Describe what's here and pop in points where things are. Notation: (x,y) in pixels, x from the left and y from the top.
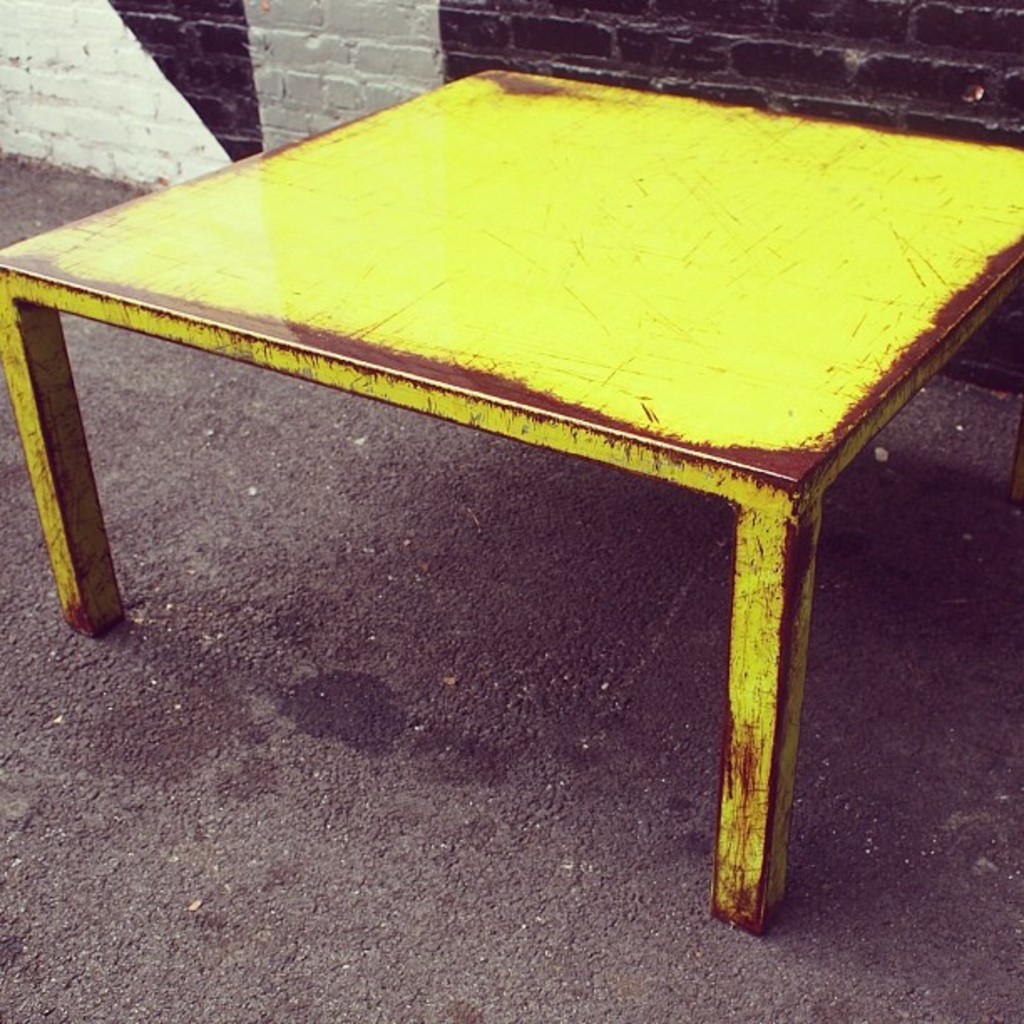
In this image I see the yellow and brown color thing (346,282) on this ground (267,423) and I see the wall (278,115) in the background (226,66).
